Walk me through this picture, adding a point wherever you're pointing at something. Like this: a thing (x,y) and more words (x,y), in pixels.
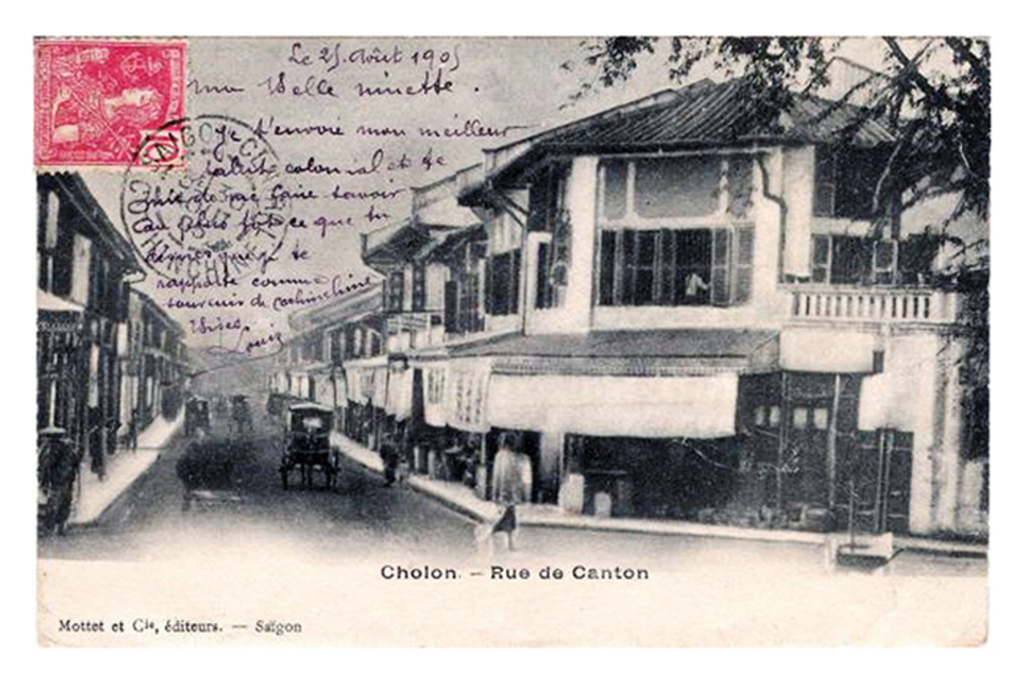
In this image, there is a horse cart (314,447) in between buildings (326,350). There is stamp (166,136) and written text (370,81) in the top left of the image (304,64). There is a branch (931,119) in the top right of the image (933,99).
